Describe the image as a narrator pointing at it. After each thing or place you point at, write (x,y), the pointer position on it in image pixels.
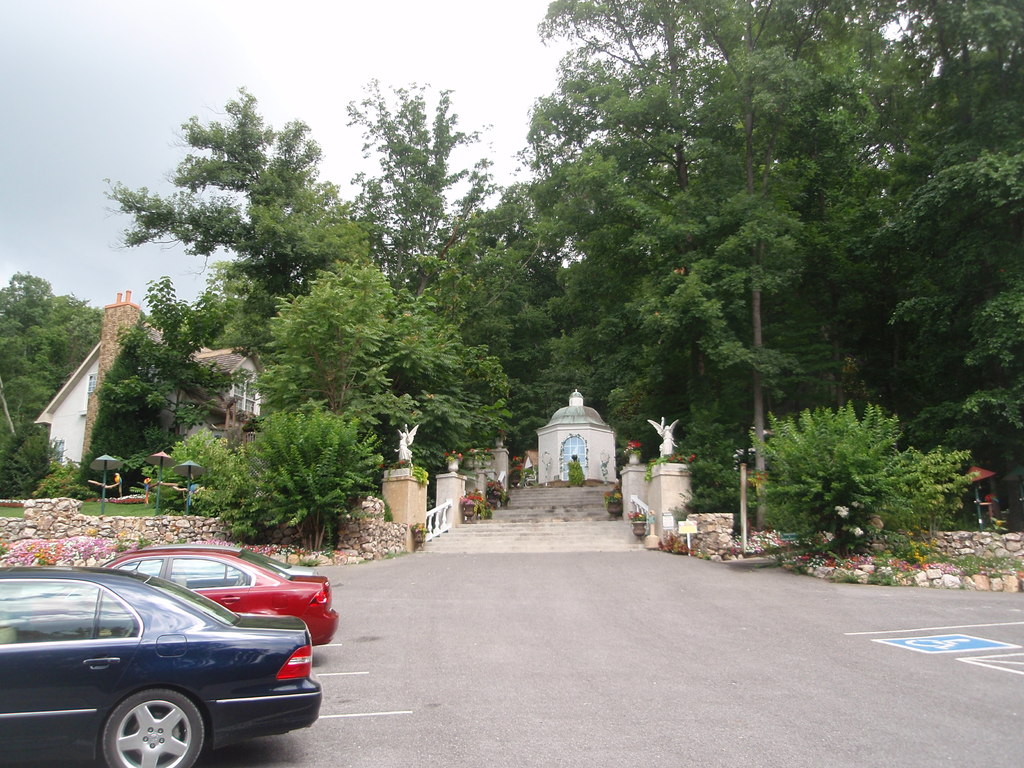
In this image we can see buildings (592,405), poles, sculptures (605,461), trees (705,439), pillars (667,506) and other objects (52,516). In the background of the image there is the sky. On the left side of the image (238,566) there are vehicles (238,566). At the bottom of the image (608,698) there is the road (510,757).
